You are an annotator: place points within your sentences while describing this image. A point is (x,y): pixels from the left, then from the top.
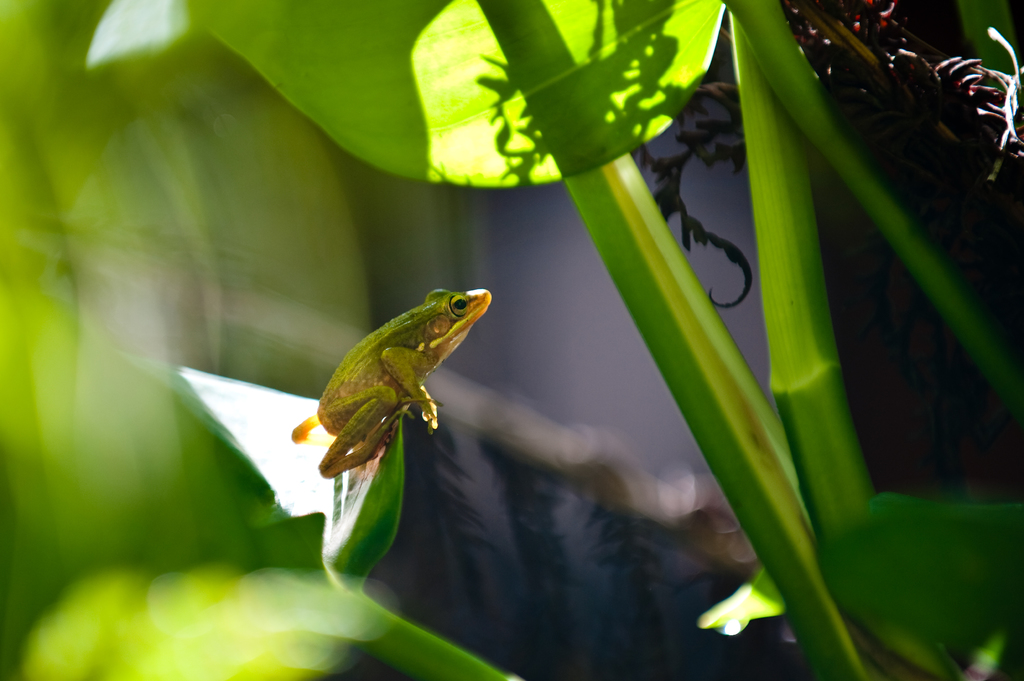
In this image I can see few stems (659,264) along with the leaves (550,76). In the middle of the image (391,365) there is a frog (377,403) on a leaf (372,516). It is facing towards the right side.
